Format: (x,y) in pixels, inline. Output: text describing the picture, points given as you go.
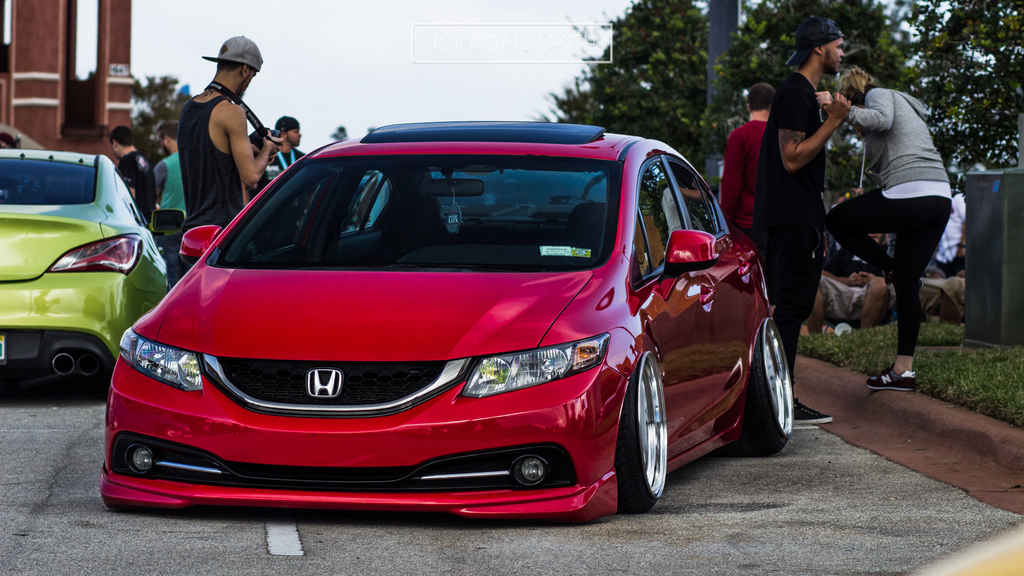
In this picture there are cars (441,314) on the road (349,530) and there is a man (251,167) standing and holding the camera (260,136). At the back (117,137) there are group of people (907,124) standing and there are two people (870,285) sitting. On the right side of the image (997,258) there is a dustbin (976,175) and there is a pole (728,99) and there are trees (660,120). On the left side of the image (42,107) there is a building (66,24). At the top (466,38) there is sky (366,50). At the bottom (728,496) there is a road (587,541) and there is grass (973,383).
